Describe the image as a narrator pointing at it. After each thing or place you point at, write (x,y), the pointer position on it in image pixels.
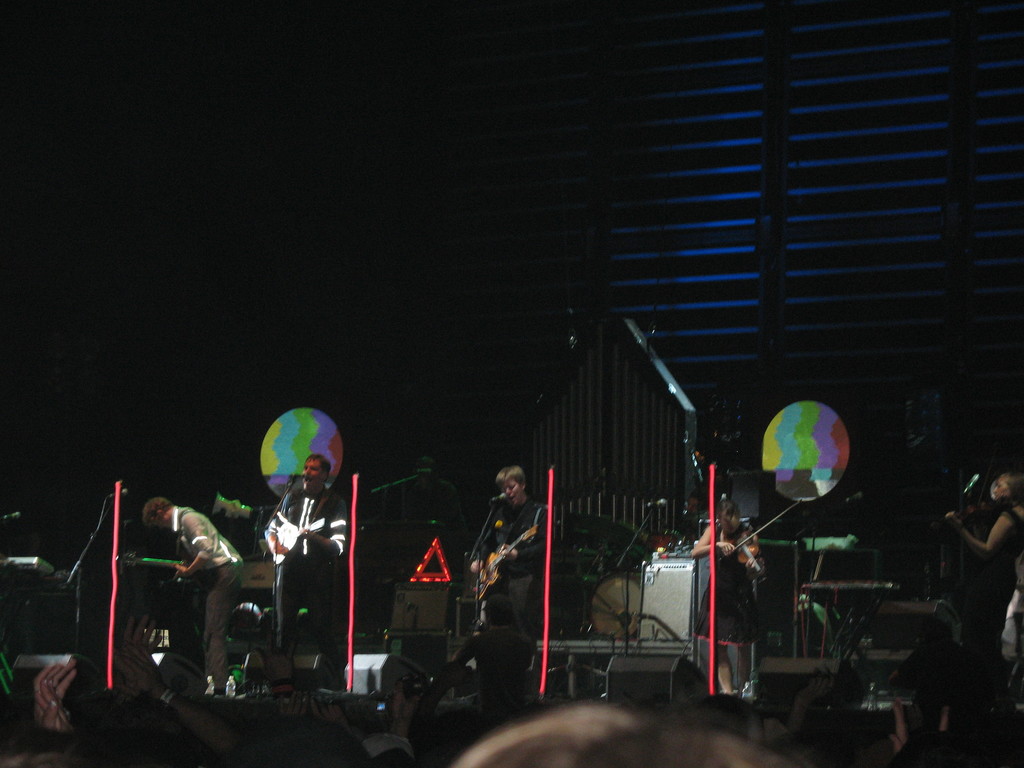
In this image we can see the people (328,551) standing and playing the musical instruments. We can also see the mics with the stands (493,513). We can see the red color poles (355,491), people (391,699), bottles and some other objects (771,576). We can also see the wall (656,315).
